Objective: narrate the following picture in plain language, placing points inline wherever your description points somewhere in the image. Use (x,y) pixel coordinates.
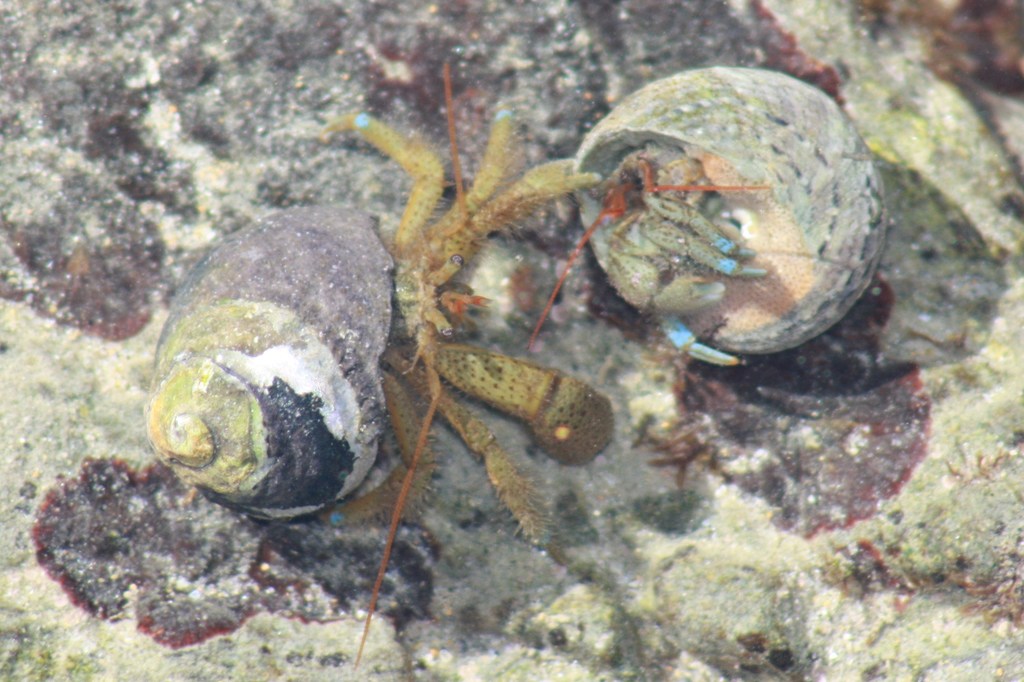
In this picture we can see an underwater environment (572,230), we can see hermit crabs (436,304) in the middle (423,322).
